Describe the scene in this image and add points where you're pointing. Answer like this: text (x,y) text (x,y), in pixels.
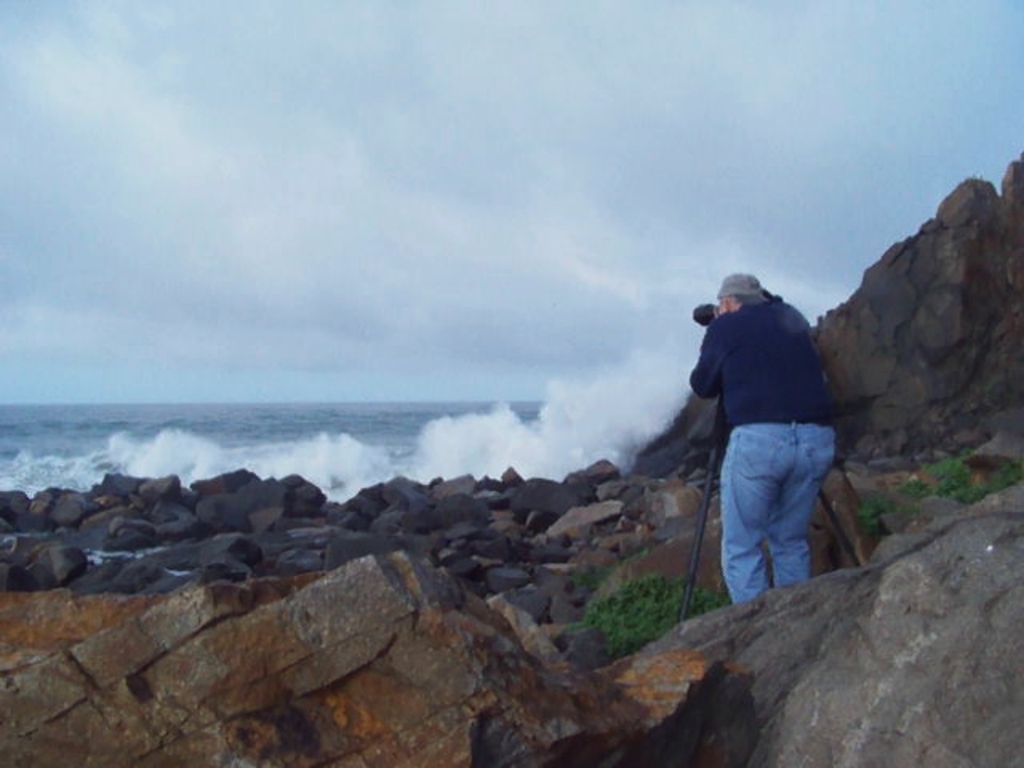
In this image, on the right side (756,290) I can see a person (718,318) taking picture and there is a stand (713,453), and there are many rocks (483,548), in the middle (362,458) I can see the water (545,438) and in the background (452,192) I can see the sky (668,173).
